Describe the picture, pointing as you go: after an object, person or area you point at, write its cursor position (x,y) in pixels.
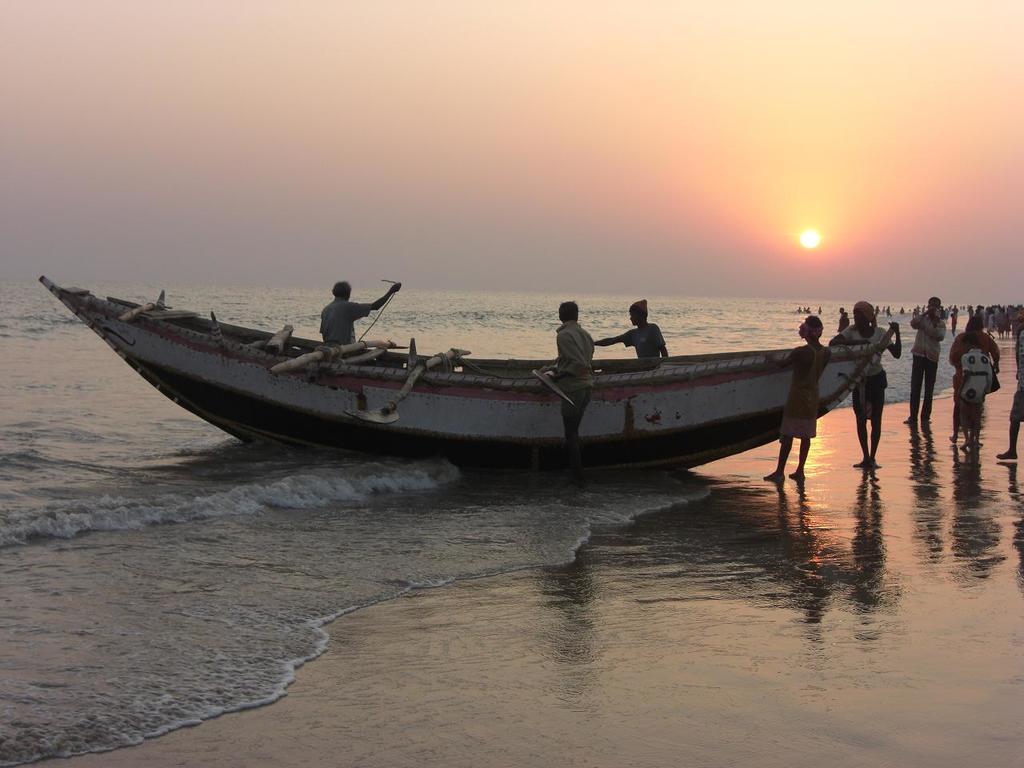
In the picture we can see the boat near the ocean (50,654), in the boat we can see two people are standing and near it we can see some people (926,405) are standing and in the background (99,347) we can see the water surface (951,342) and behind it we can see the sky (590,246) with sun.
